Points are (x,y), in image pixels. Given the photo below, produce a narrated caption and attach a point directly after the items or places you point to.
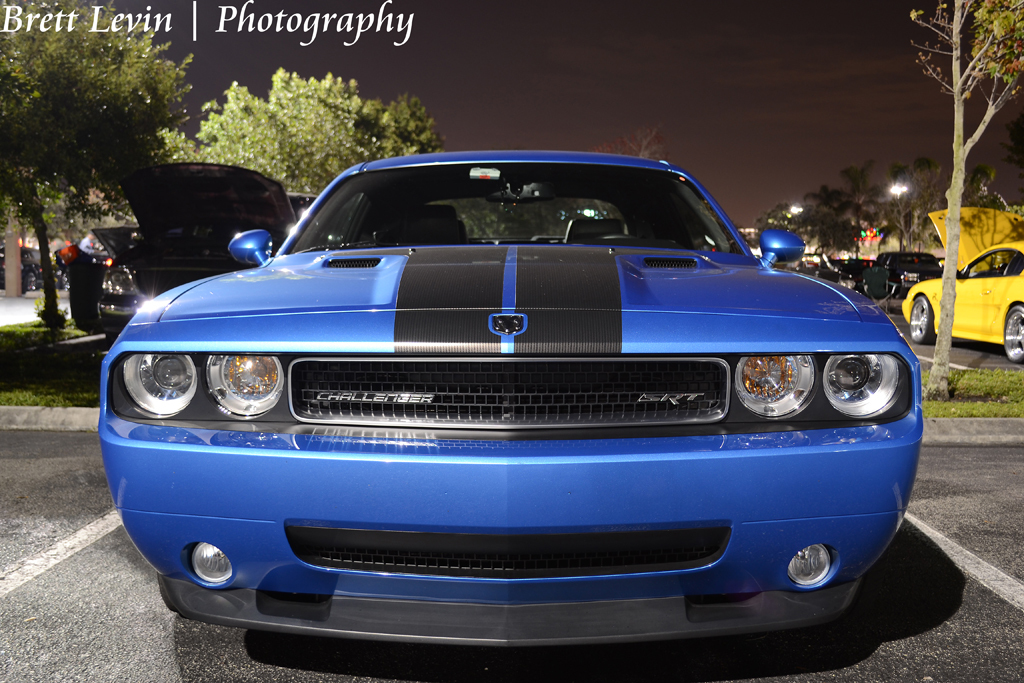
This is an image clicked in the dark. In the foreground (341,443), I can see a blue color car (323,455) on the road (135,608). In the background (955,282) there are many cars (962,266) and also trees (941,307). At the top (651,41), I can see the sky (735,57). In the top left (126,18) there is some text (195,30).
